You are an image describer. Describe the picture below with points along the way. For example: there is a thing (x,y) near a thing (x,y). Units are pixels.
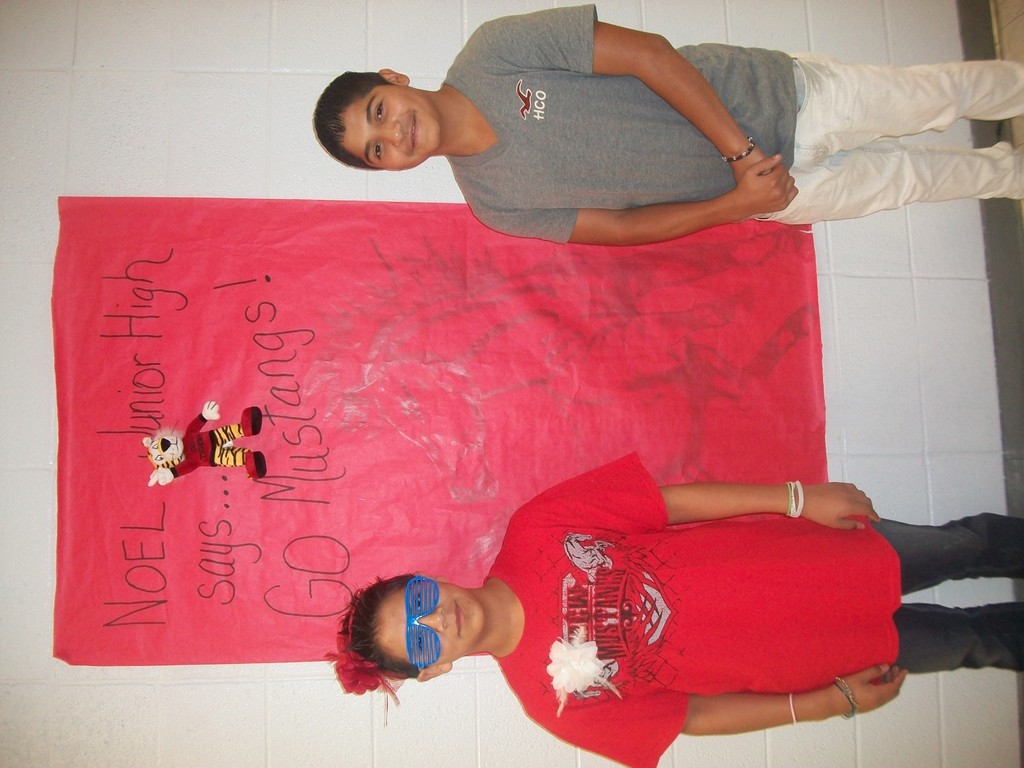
In this image we can see two children (658,564) standing on the floor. On the backside (208,605) we can see a paper (72,561) on a wall (82,684) with a picture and some text (333,523) on it.
